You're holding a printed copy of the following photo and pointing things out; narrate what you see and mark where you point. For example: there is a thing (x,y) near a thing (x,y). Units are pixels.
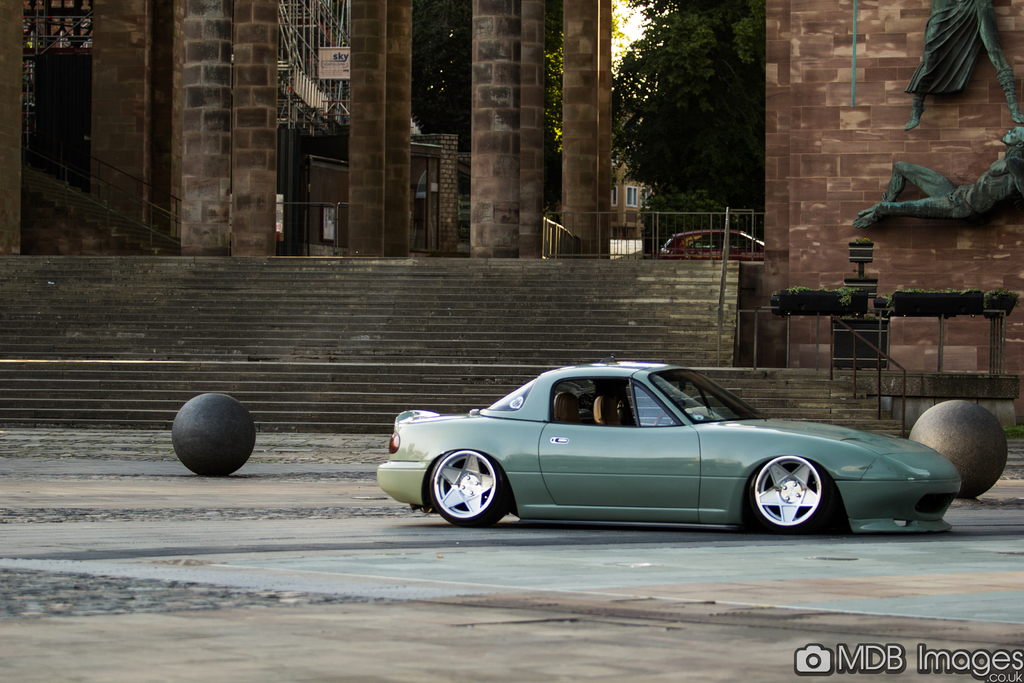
Here we can see vehicles (756,249), steps (594,352), walls (618,224), boards (332,224), tree (457,16), windows (630,197) and railing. On this wall (809,203) there are statues (992,175). These are plants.
